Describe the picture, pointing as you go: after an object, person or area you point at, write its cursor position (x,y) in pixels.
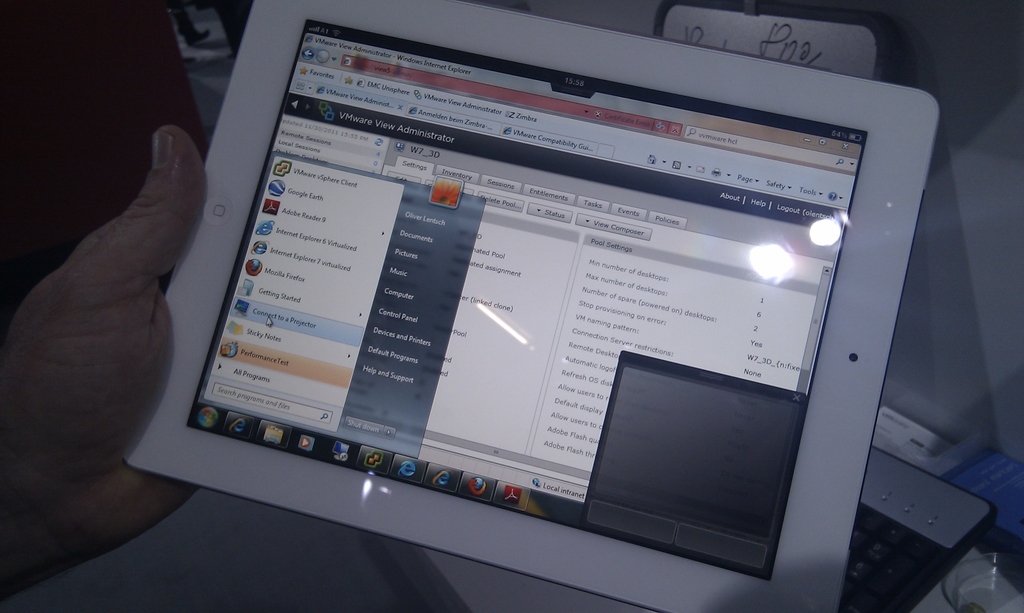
In the image we can see there is a person (105,364) holding a tablet (680,333) and there are windows (595,108) and tabs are open on the screen (574,363).
